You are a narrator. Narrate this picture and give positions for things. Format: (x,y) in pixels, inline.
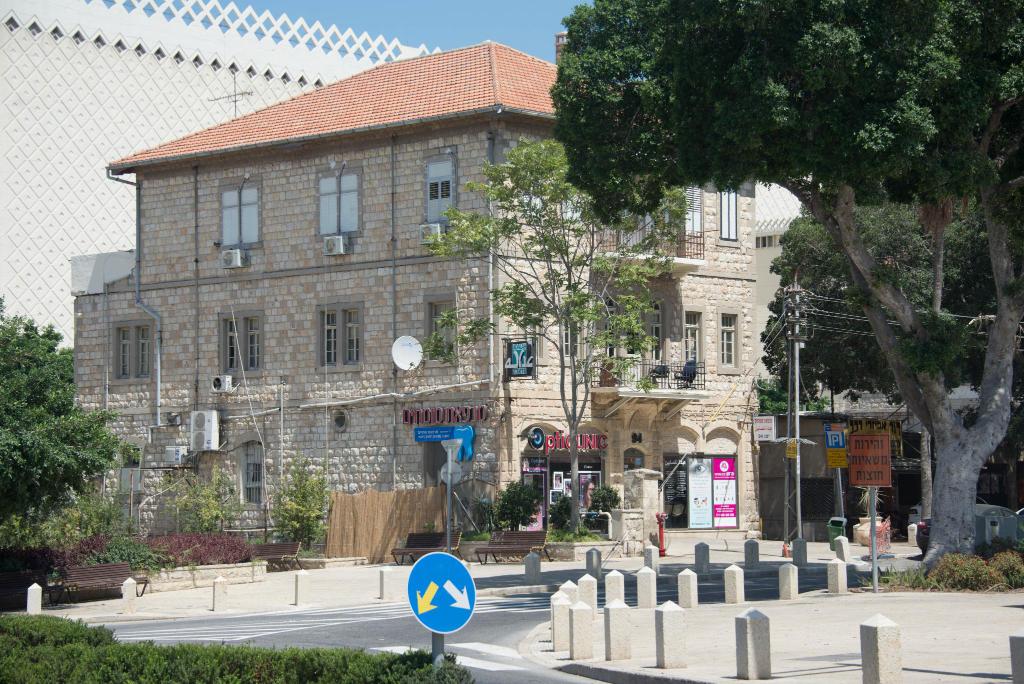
On the right (968,515) there are trees (949,544), plant (982,562), board (844,458), current pole (785,521), cables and other objects (674,653). In the foreground (259,666) there are plants (406,677), road (427,648) and a sign board (438,575). In the center of the picture (590,358) there are plants (539,504), tree (595,219), air conditioner (202,440), building (457,133) and other objects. On the left (47,399) there are trees (60,417), plant (79,563) and a wall (85,93).
